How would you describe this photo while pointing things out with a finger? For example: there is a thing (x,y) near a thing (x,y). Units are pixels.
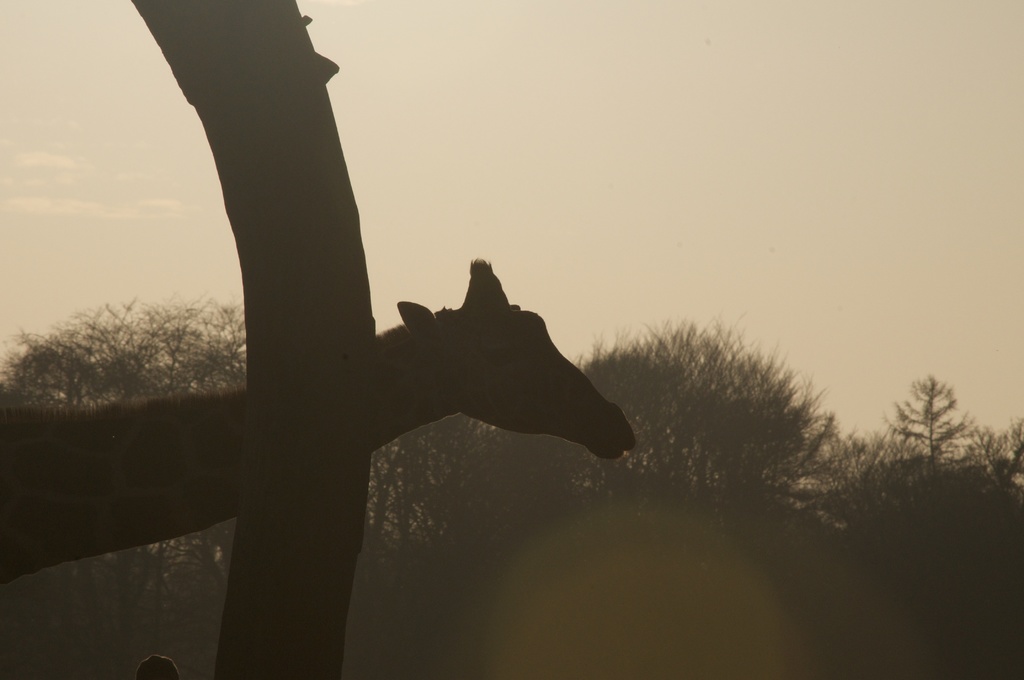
In this picture there is a giraffe (42,492) on the left side of the image (232,394), it seems to be there is a tree trunk (252,129) in the image and there are trees (387,464) in the background area of the image (545,513).
